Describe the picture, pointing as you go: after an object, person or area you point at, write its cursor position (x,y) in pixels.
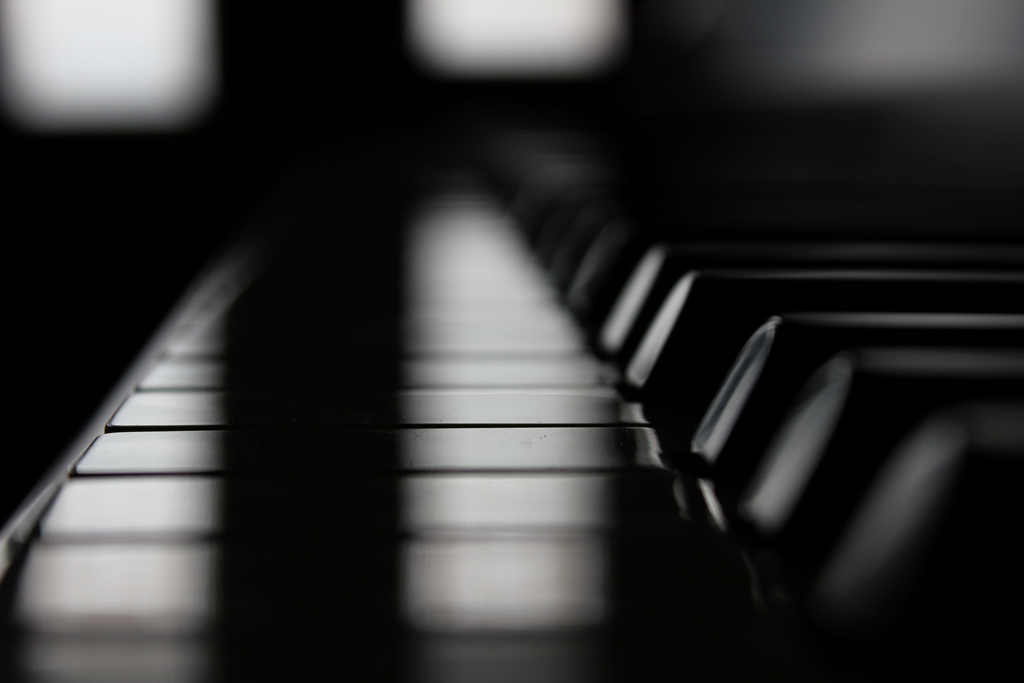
This is a dark image, we can see some black color buttons (700,379) at the right side (685,271).
